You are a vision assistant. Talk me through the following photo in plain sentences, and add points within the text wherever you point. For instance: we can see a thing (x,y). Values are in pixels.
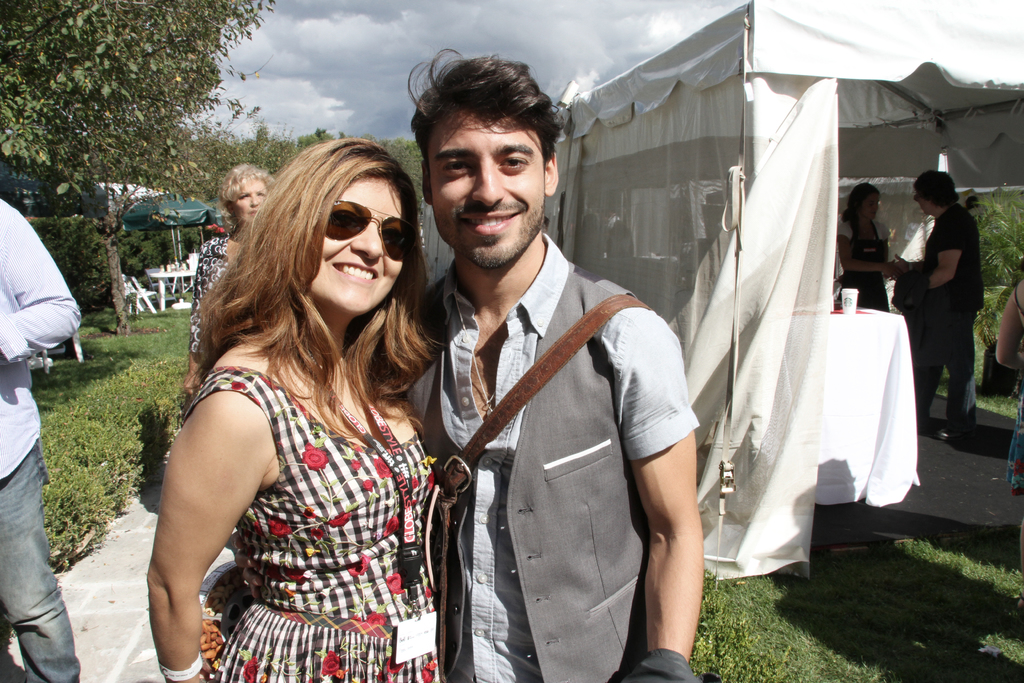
In this image we can see a man (425,437) and a woman (341,414). Woman (355,373) is wearing goggles (347,234) and a tag (428,618). In the back (39,274) there are few other people (958,225). On the right side (705,148) there is a shed (713,229). On the ground (816,633) there is grass (782,635). In the back (181,290) there is a table (164,292). Also there are chairs (140,286). In the background (236,39) there are trees (201,158). Also there is sky (486,41) with clouds (509,50).
